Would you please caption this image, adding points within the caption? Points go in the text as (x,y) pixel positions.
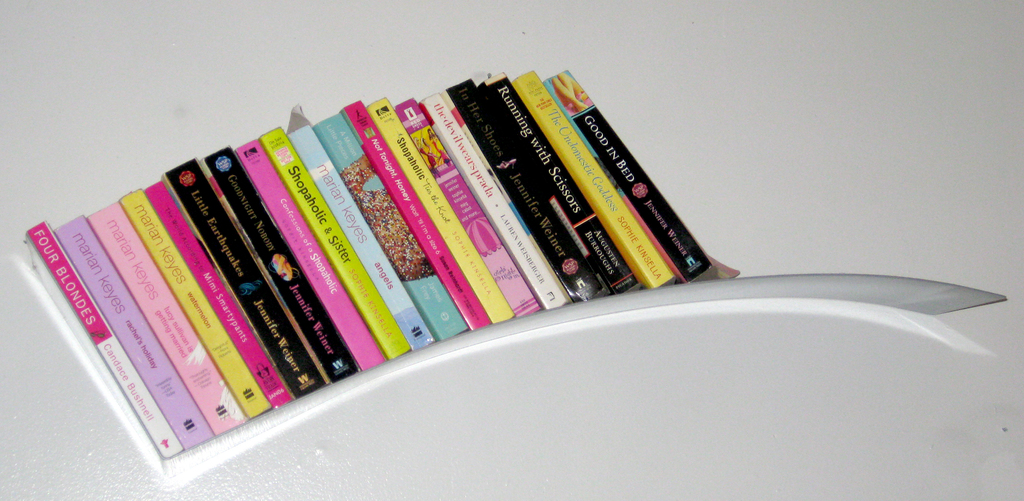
There are books (449,143) in this shelf (174,460).
